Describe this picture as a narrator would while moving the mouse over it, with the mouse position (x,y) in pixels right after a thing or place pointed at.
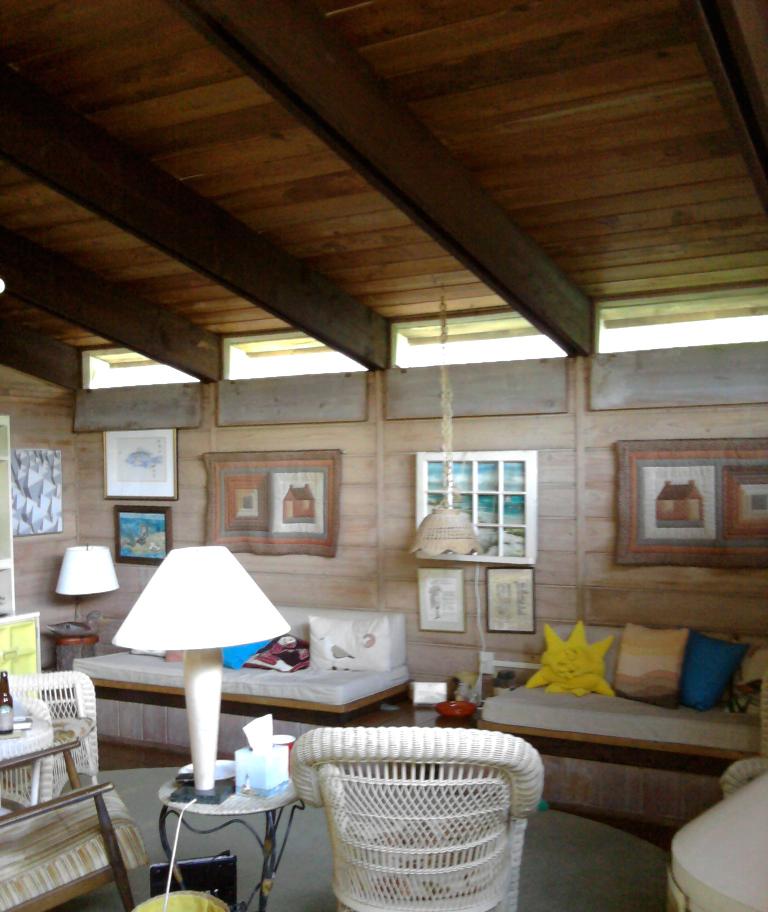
in this image i can see a room (418,850). there is a chair (442,837) in the center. at the left (219,812) there is a stool (228,814) which has a lamp (200,618) on it and at the left there is another table (25,732) which has a glass bottle (4,709) on it. behind that there is a bed (618,706) which has cushions (623,666) on it. behind that there is wall (415,612) and photo-frames (503,599). another lamp (443,523) is hanging on the roof (444,295).
